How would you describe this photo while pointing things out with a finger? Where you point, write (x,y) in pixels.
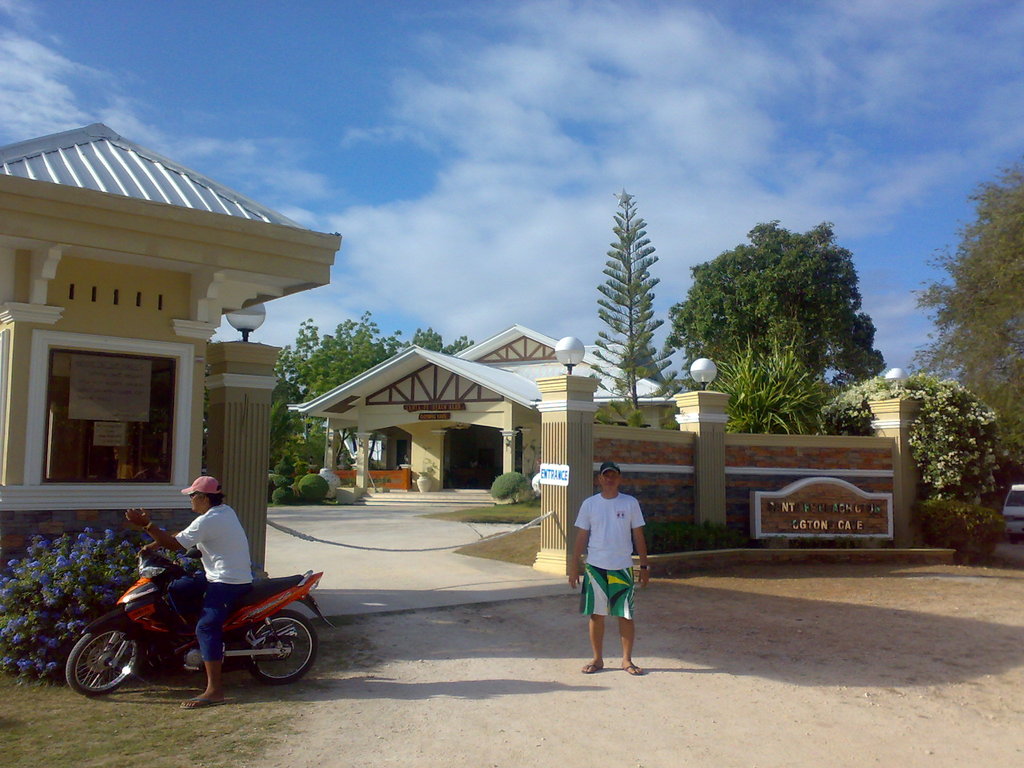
The picture is taken outside a house (213,230). In the foreground of the picture (371,652) there is grass (177,727) and land (657,628). In the center of the picture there is a man (622,588) standing. On the left (223,588) there are flowers (68,576), plant (80,537), building (198,474) and a person (213,611) on the motorbike (261,617). On the right (809,425) there are plants (791,398). In the center of the picture (413,450) there are lamps (249,325), trees (317,373), plants (517,496), grass (494,505) and building (534,438). It is a sunny day.
